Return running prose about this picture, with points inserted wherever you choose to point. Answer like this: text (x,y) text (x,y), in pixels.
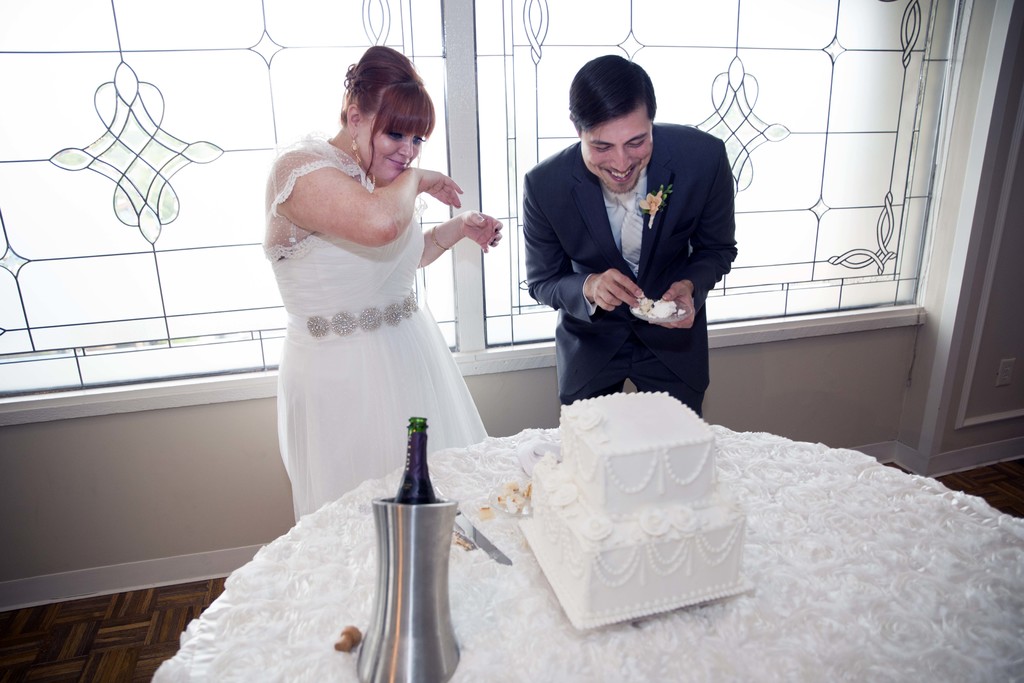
Here in this picture we can see a couple (432,192) standing on the floor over there and in front of them we can see a table (295,600), on which we can see a cake (657,474) present and we can see a champagne bottle (422,500) also present over there and we can see both of them are smiling and behind them we can see windows (134,42) present over there and we can also see knife (475,535) present on the table (492,537) over there.
